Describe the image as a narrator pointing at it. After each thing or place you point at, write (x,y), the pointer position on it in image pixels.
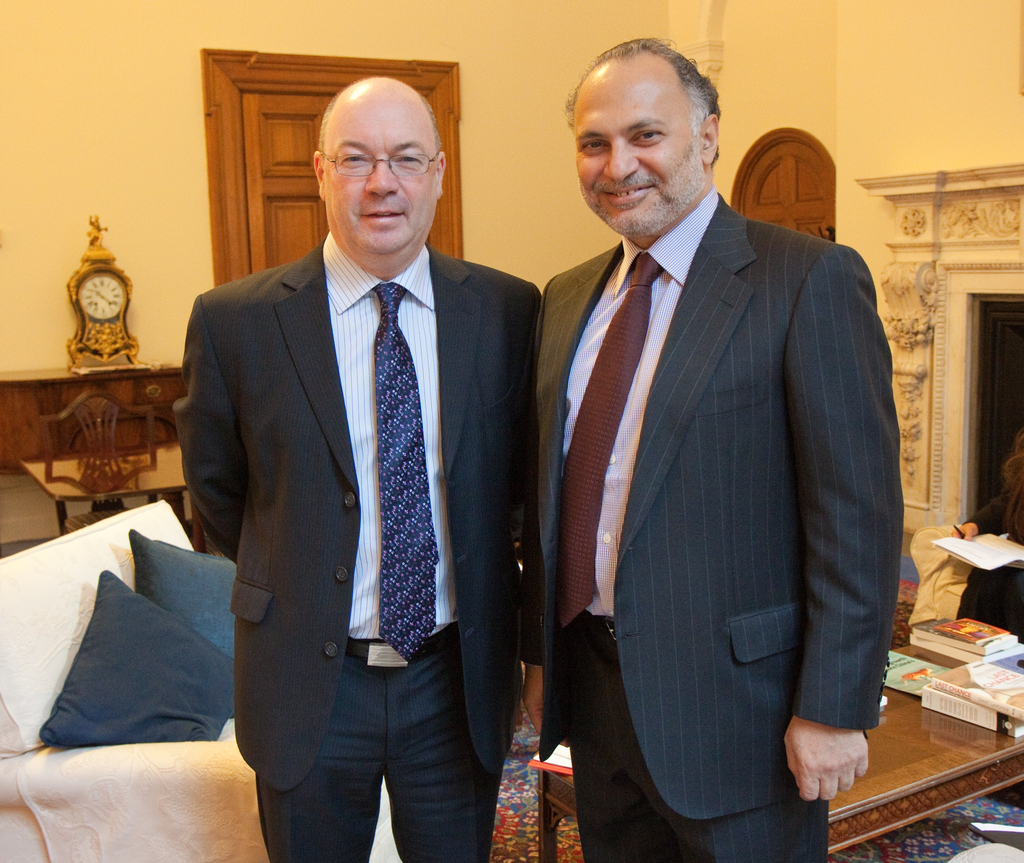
In the image we can see there are men (557,509) standing and they are wearing formal suits (469,513) and behind there are books (910,679) kept on the table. There is a clock (95,334) kept on the table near the wall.
